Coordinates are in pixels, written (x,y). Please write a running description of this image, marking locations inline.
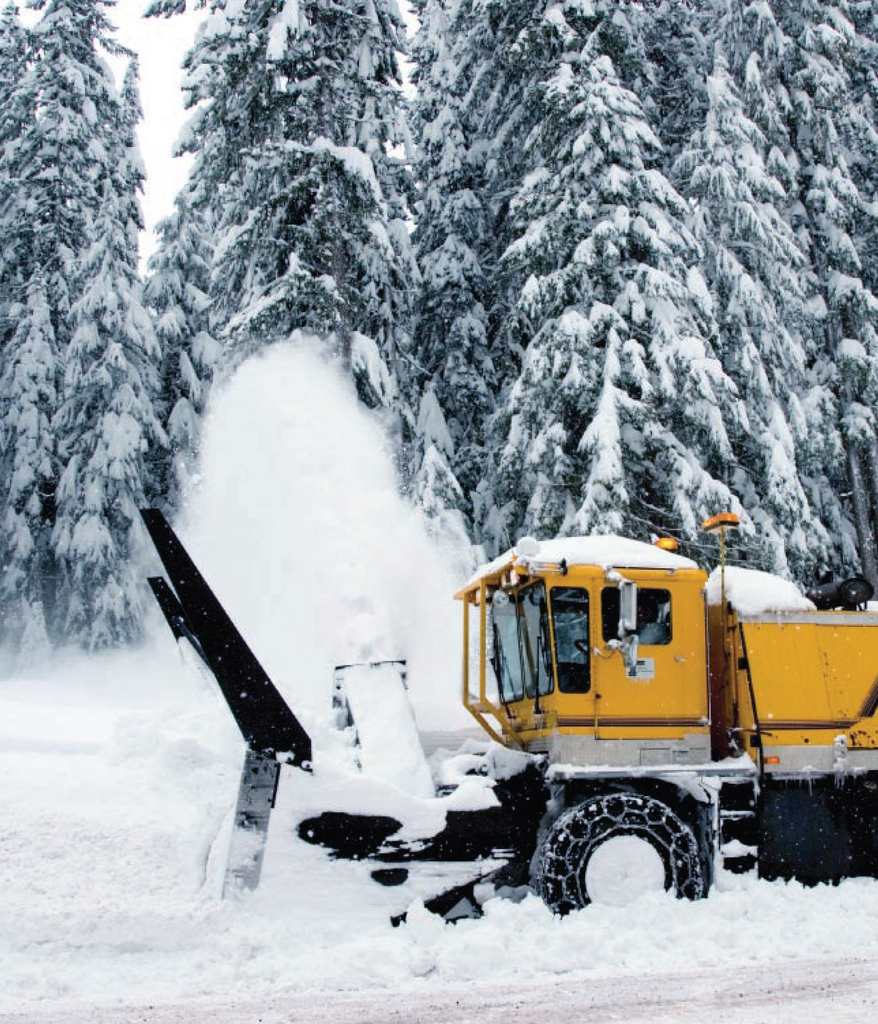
In this image we can see vehicle (634,723) on the snow (155,704). In the background (130,353) there are trees (272,302) and sky (171,48).
